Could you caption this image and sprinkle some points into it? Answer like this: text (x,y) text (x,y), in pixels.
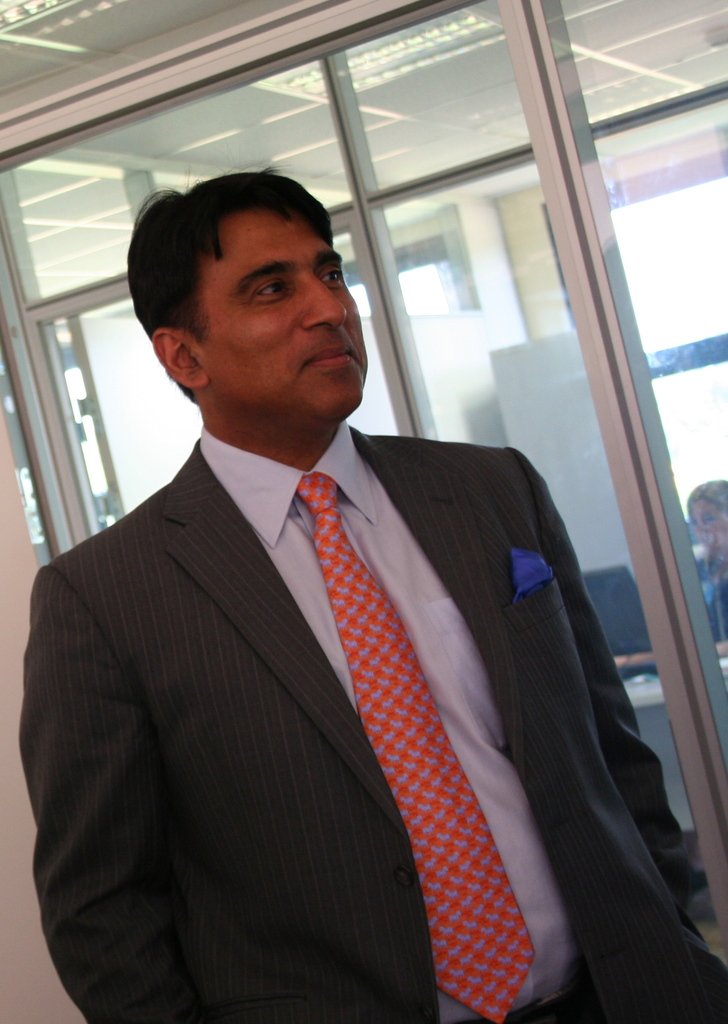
In this image we can see a person (503,501) with a smiling face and behind him we can see the glass door (663,153).
